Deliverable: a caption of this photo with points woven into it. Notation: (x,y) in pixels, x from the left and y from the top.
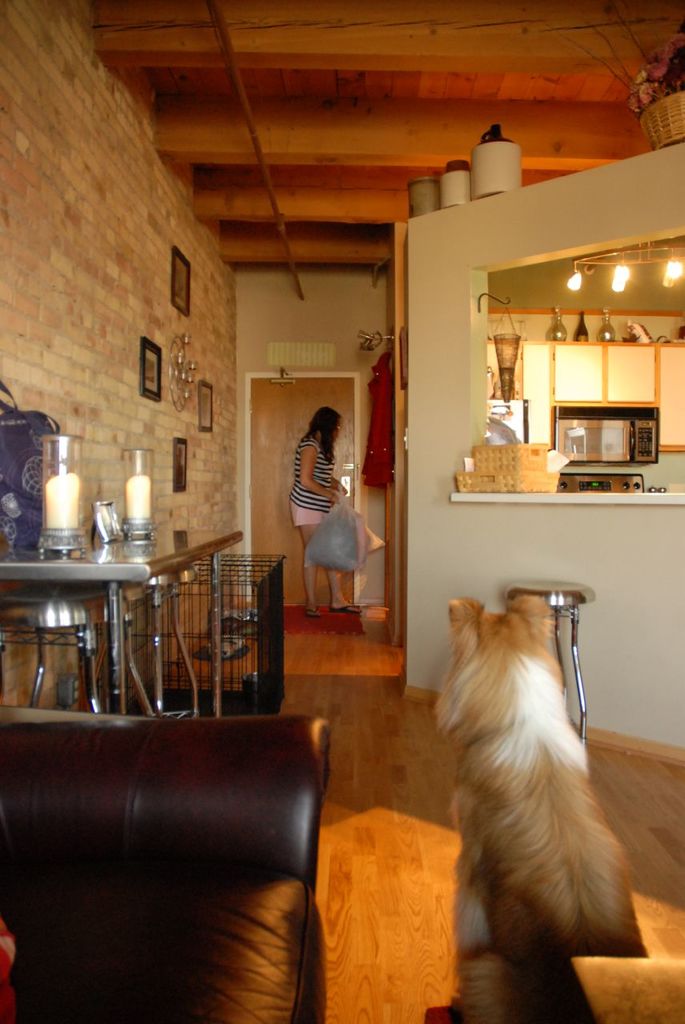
This image is clicked in a room (305,649), in the middle (314,458) near the door (340,444) there is a woman (328,433) standing. she is wearing blue striped t-shirt (316,506) she is holding some covers (347,537), on the right side (493,368) there is a room (668,409) where in that room (651,296) we can see lights (640,247) and flower pots (649,124) in the top (649,114) and there are some bottles (562,331) above the cupboard (585,345) there is a basket (498,452) in that room (536,435) and in the right side (548,584) there is a stool (576,635) and on the right side (511,740) corner there is a dog (525,813) and left side (205,843) corner there is a sofa (223,827) which is in brown color and there is a table (115,625) on the left side (69,497) which has two lamps (49,514) and on the left side wall (219,281) there are 4 frames (188,285).
